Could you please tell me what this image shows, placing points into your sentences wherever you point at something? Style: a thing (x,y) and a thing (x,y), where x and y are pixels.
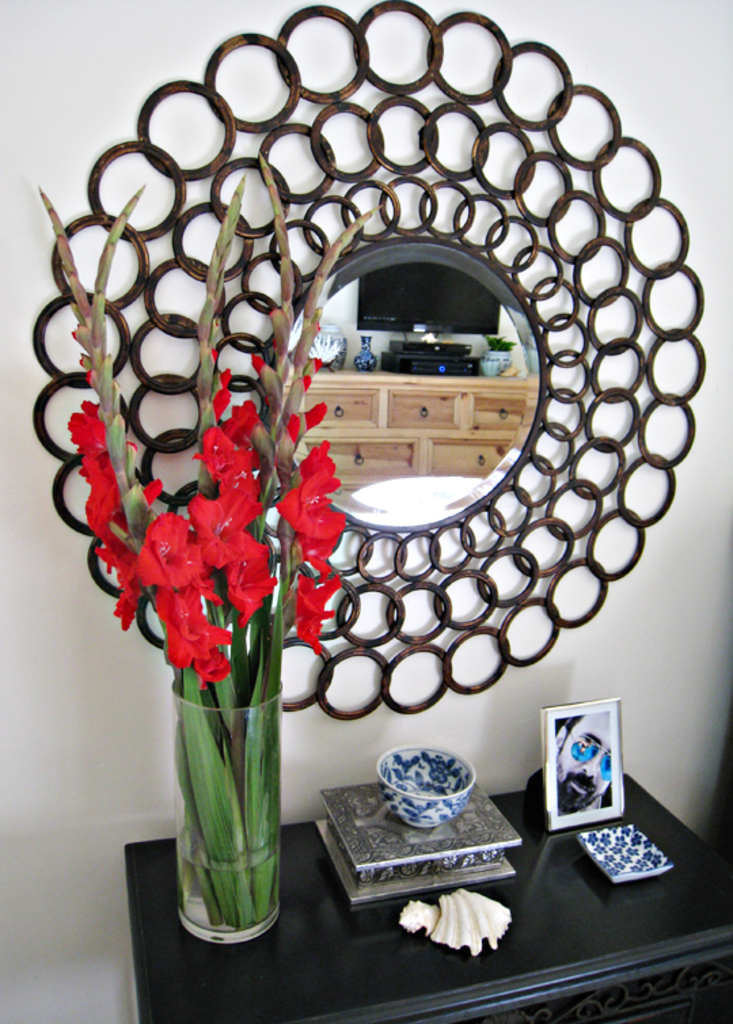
The picture consists of desk (386,971), bowl (436,788), frame (572,768) flower vase (248,562), glass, mirror (472,290) and other objects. The wall (98,33) is painted white. In the mirror (454,337) we can see the reflection (444,391) of television (390,303), flower vase (342,358), plant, drawers (423,383) and other objects (420,350).
